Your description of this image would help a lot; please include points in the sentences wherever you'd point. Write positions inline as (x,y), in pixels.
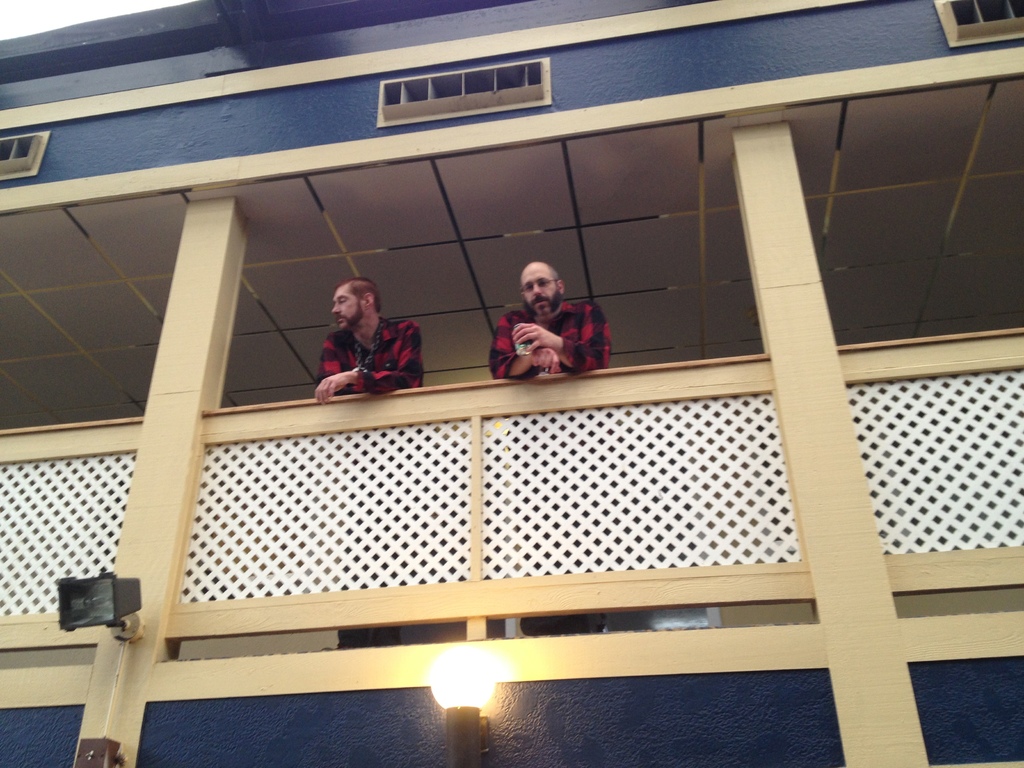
In this picture we can see there are two men (394,328) standing in the balcony (450,304). At the bottom of the image (460,719), there are two lights (90,623) attached to the wall (383,721) of a building (388,700).
